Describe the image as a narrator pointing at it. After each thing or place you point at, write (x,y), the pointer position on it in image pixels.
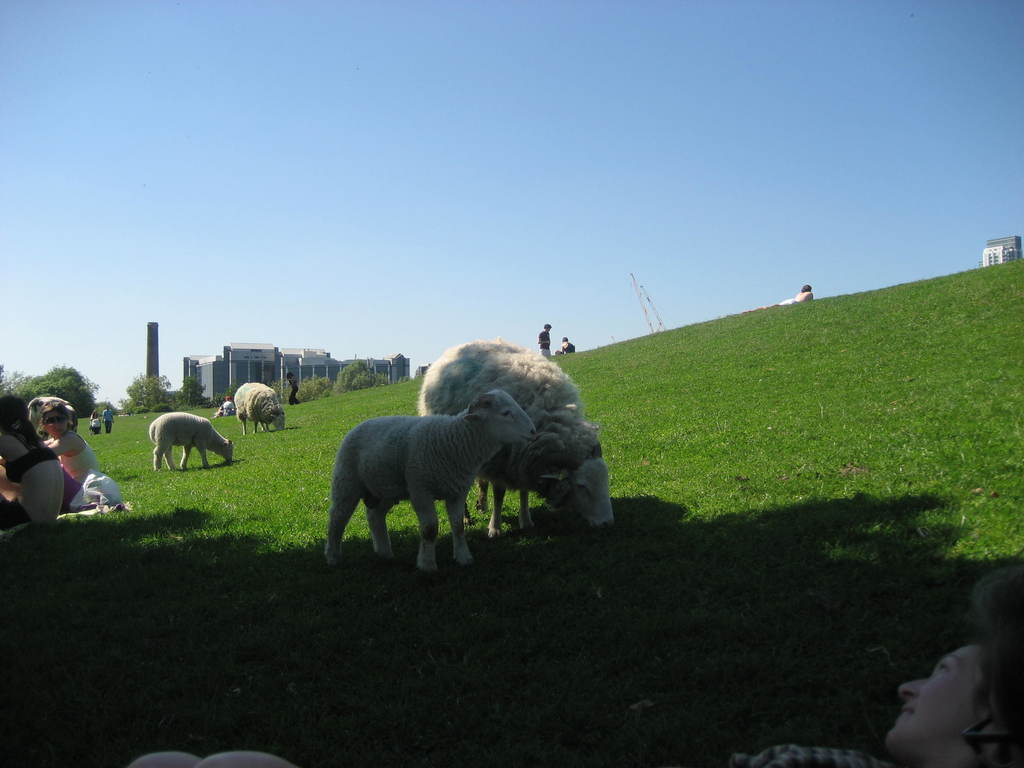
In this image there are four sheep (381,445) which are eating the grass (645,489) on the ground (675,502). At the bottom (960,696) there is a woman (952,706). On the left side (31,459) there are few persons (71,458) sitting on the ground (267,601). In the background (239,346) there are buildings (239,346). At the top (558,108) there is the sky (439,312).
